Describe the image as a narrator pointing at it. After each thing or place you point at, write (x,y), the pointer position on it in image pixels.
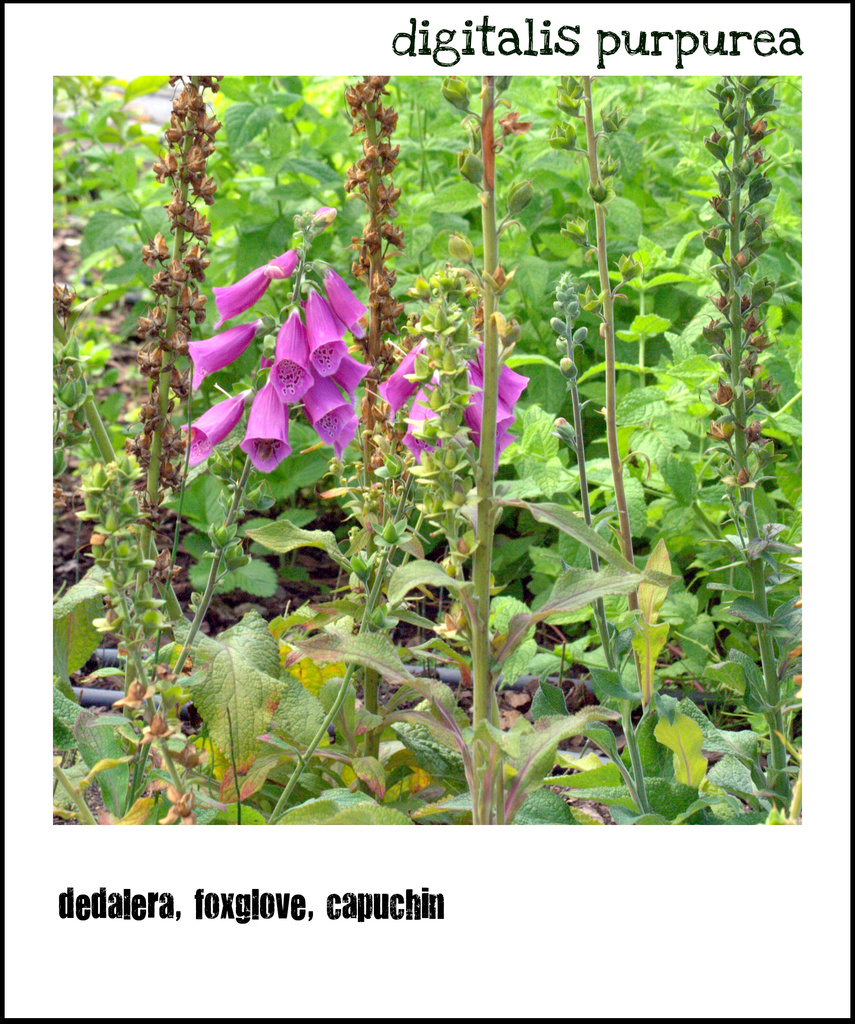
In this picture I can see the flowers (418,393) and the plants (491,399), at the top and bottom I can see the text (102,888).
